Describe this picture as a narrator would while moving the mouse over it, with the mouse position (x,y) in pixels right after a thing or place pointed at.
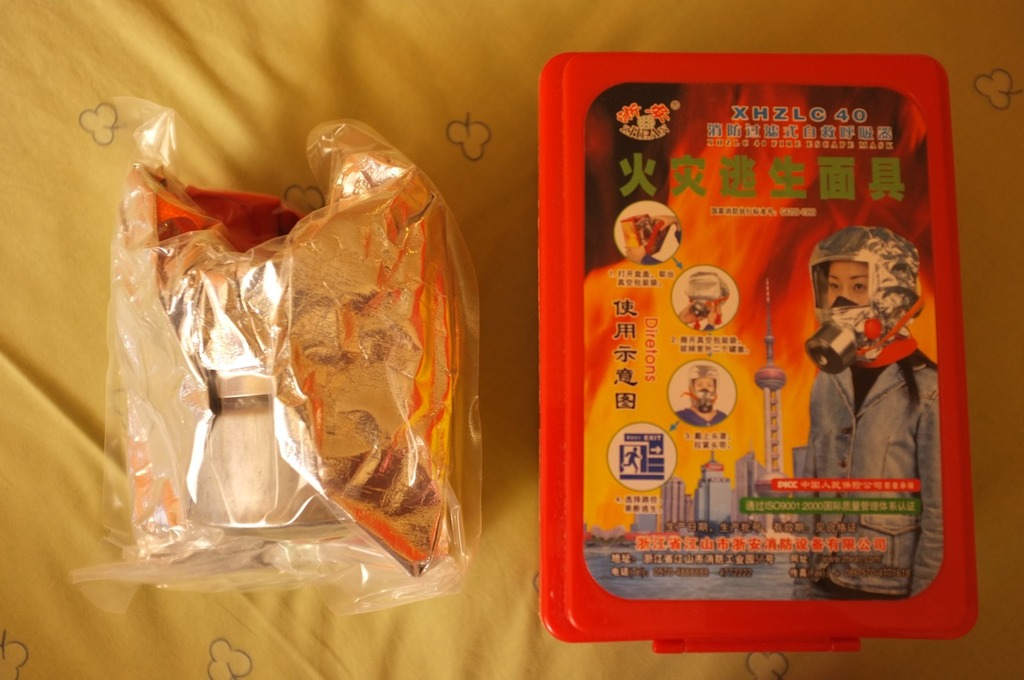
In the picture we can see a yellow colored cloth (80,231) on it, we can see some packet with some object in it and beside we can see a red color box (736,448) with some advertisement (714,342) on it.
